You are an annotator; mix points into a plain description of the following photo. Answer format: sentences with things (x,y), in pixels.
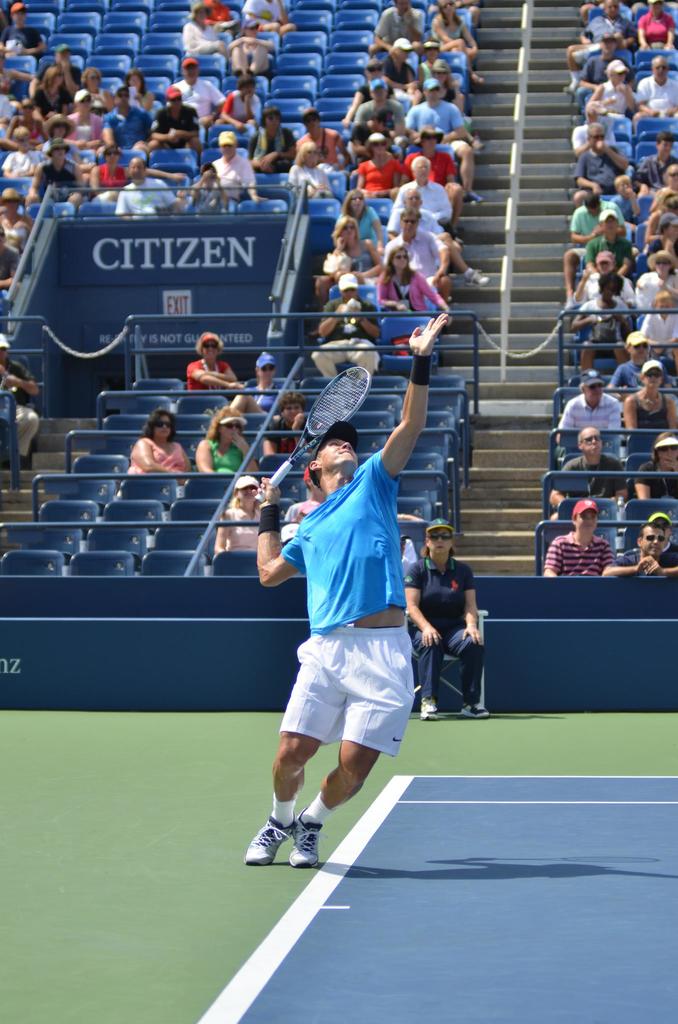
In this picture I can see few people (13,138) seated on the chairs (390,201) and a man (318,571) playing a tennis with the help of a tennis racket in his hand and I can see another woman (442,624) seated on the chair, it looks like a stadium (487,551) and I can see text (131,242) on the wall (106,250).
